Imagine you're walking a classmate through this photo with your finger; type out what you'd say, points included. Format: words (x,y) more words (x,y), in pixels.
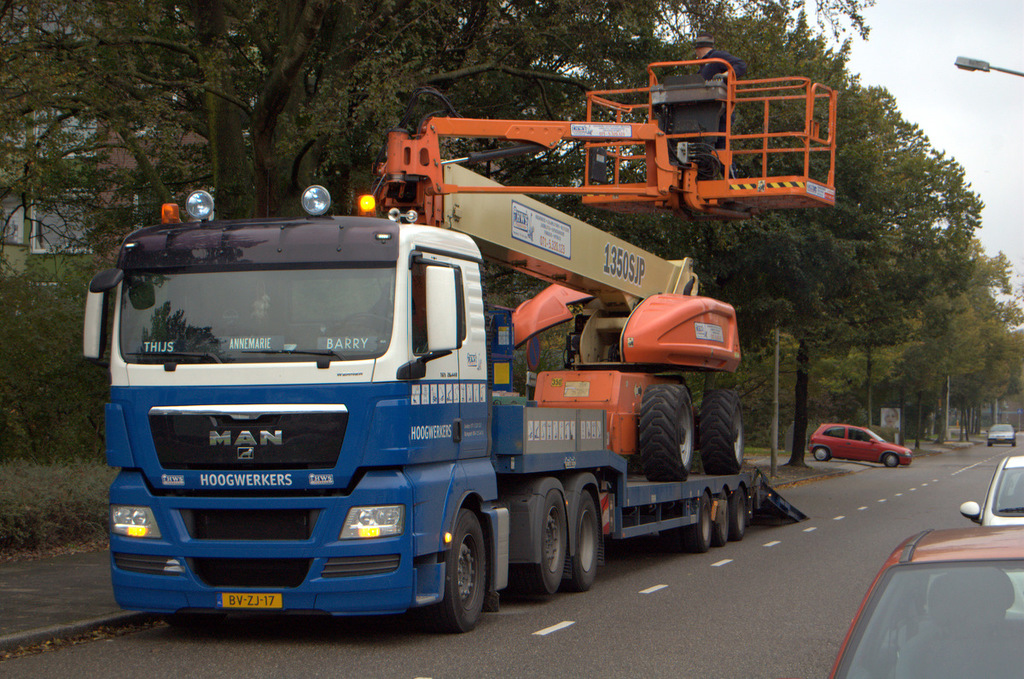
At the bottom of the image (936,609) on the road (952,514) there are vehicles (945,537). On the left side of the image (29,569) beside the vehicles (428,441) there is a footpath (40,563). Behind the footpath (29,569) there are trees (70,362) and also there is a building (37,231). On the right side of the image (977,63) there is a pole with streetlight (959,63). In the top right corner of the image (967,83) there is sky (947,88).
